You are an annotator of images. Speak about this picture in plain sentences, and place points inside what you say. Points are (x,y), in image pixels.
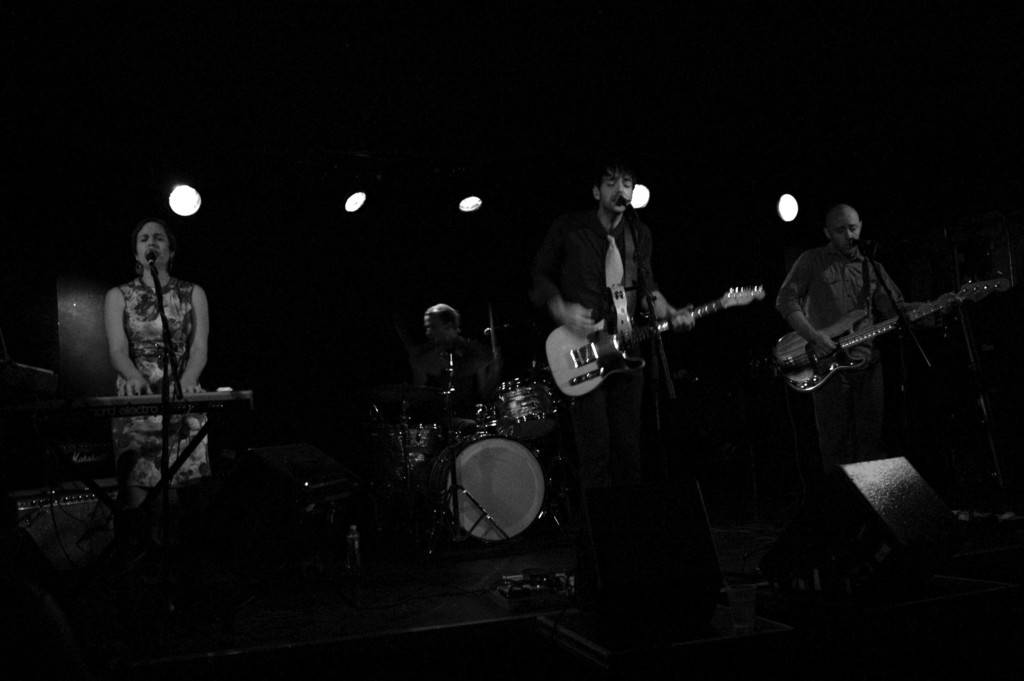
In this Picture we can see a group of three man and one woman (854,294) are playing musical show on the stage (249,569), On the right (808,302) we can see man (869,319) singing in the microphone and playing guitar (792,346), Center a man (592,270) wearing black shirt (594,268) and white tie (619,252) is also singing and playing the guitar (591,350), Beside a woman (145,358) wearing patterned dress (140,290) is singing and playing piano (139,408). Behind we can see the man (470,400) sitting and playing the drums (480,488). On the ground (843,612) we see three big speakers (605,614), cables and some spotlight (179,209) on the top (175,192).
